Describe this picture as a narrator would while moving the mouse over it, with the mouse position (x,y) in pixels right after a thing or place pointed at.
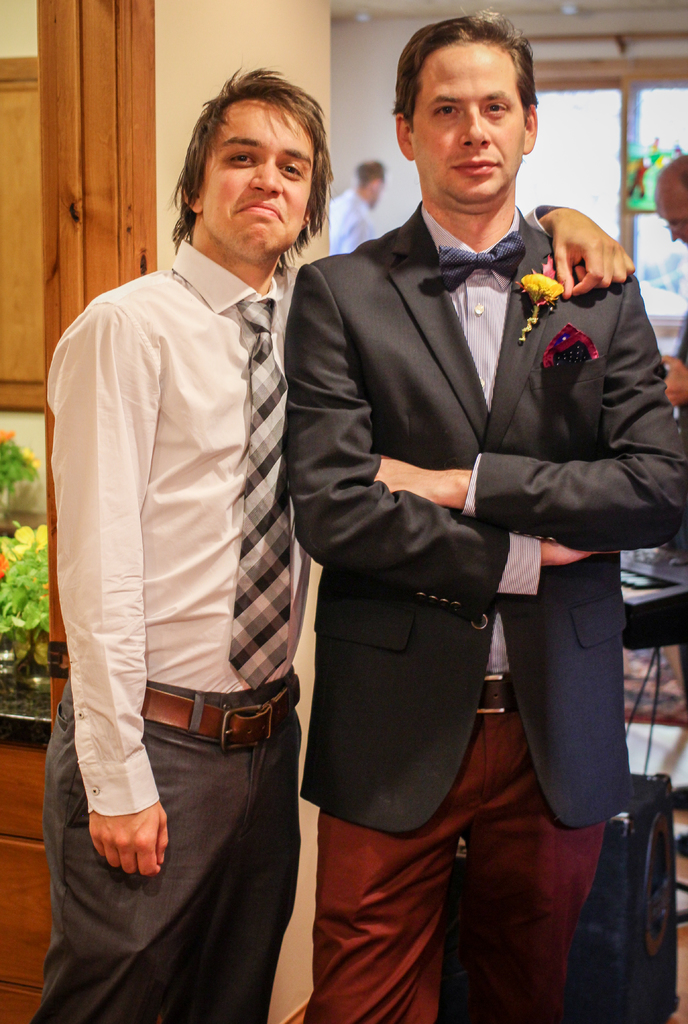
In the center of the image (306,366) we can see two mans (434,234) are standing. In the background of the image (666,165) we can see wall (168,54), cupboard (28,126), plants (12,577), some persons (667,168), window (528,159). At the bottom of the image (683,906) we can see speaker (666,950) and floor (687,1014). At the top of the image (353,9) roof (594,7) and lights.
